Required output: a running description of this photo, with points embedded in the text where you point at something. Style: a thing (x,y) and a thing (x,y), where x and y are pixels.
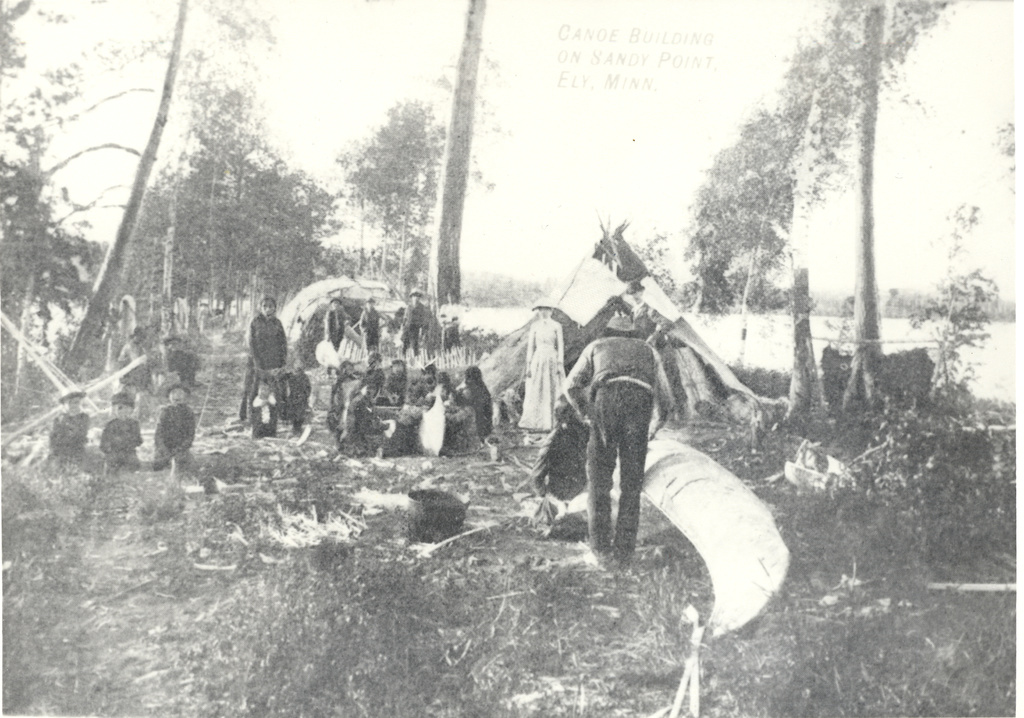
In the picture we can see a photograph (899,443) which is black and white in color and in that we can see some people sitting on the grass surface (113,624) and some are standing and behind them we can see some trees (238,117).
